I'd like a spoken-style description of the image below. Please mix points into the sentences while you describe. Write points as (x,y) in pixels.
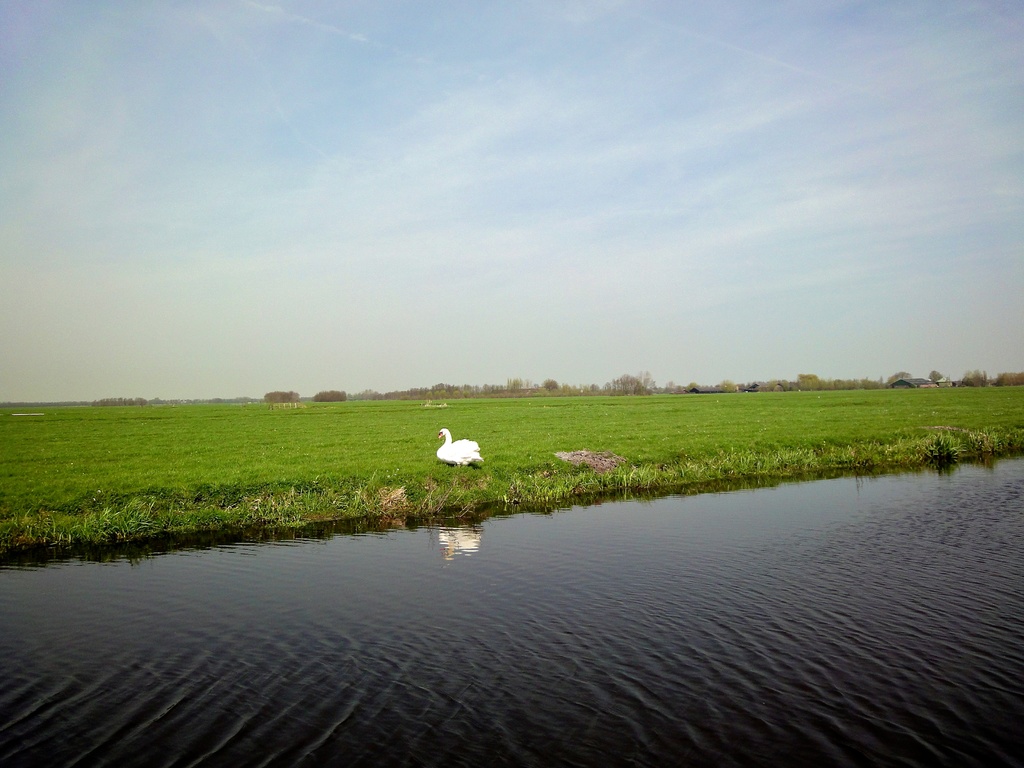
In the center of the image (456,443) there is a swan (446,432). There is grass (296,437). At the bottom of the image (402,619) there is water (470,680). At the top of the image (519,97) there is sky (304,99).
